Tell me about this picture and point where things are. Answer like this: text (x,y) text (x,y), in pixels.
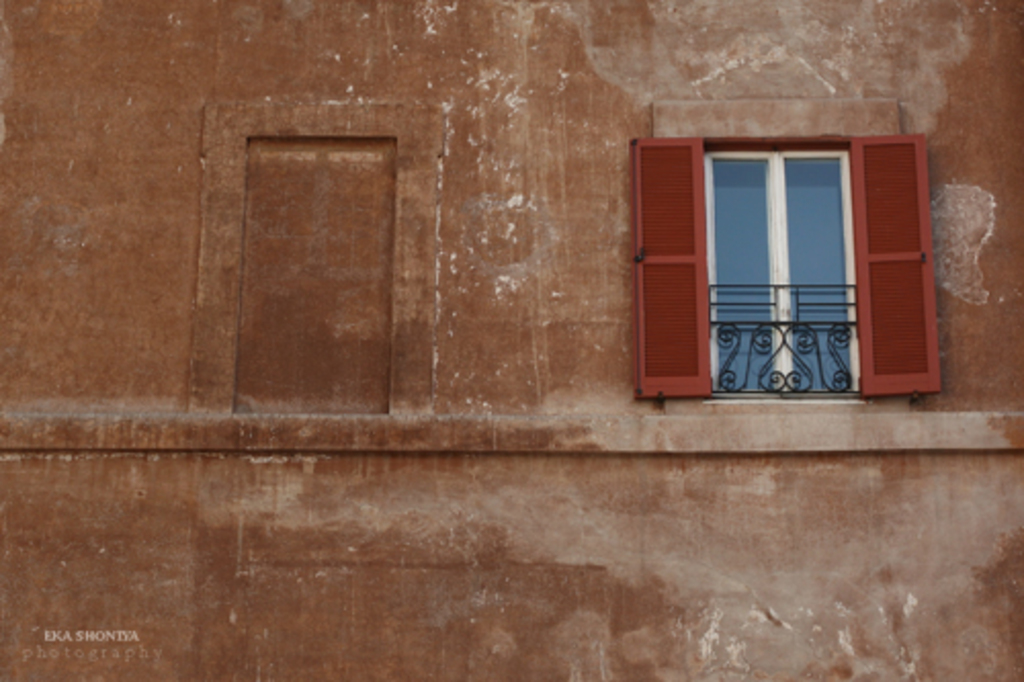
There is a window (853,210) at the right (862,169) which has a door (690,263) and a fence (721,341). There is a wall (450,236).
